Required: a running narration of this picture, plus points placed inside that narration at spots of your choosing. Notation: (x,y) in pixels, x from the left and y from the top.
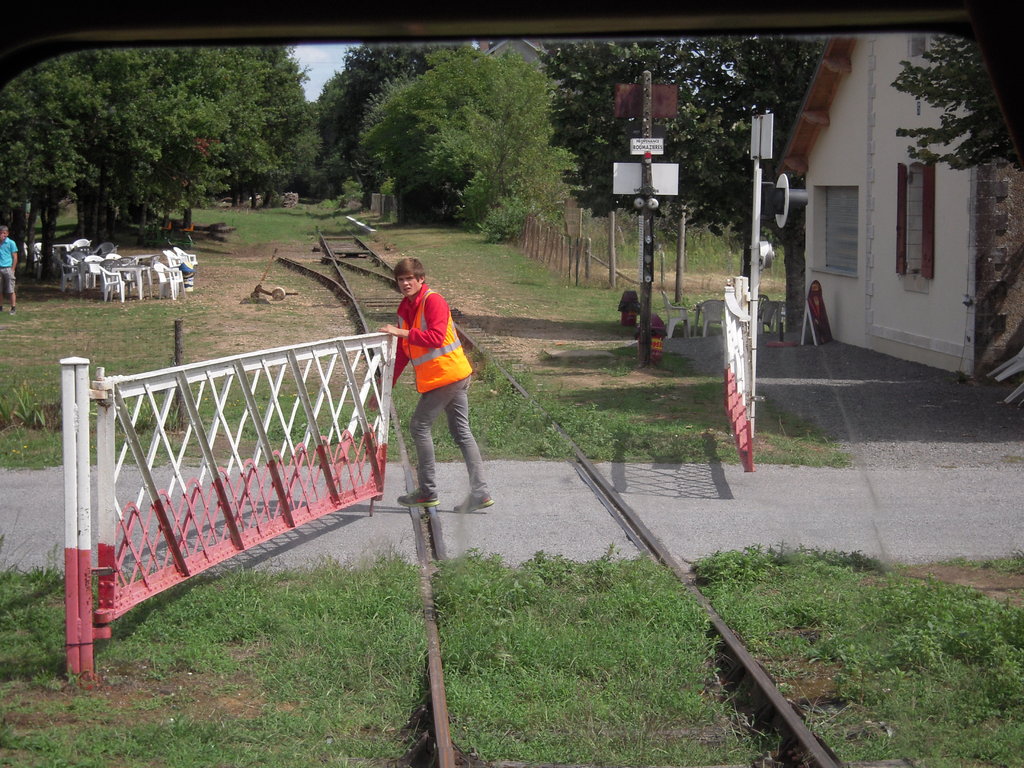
In the center of the image (365,277) there is a track (363,314). There is a person (457,413) opening the gate (224,400). On the right side of the image (842,213) there are houses (905,262). There are directional boards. There is a wooden fence (548,260). There are chairs (92,259). At the bottom of the image there is grass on the surface (111,322). On the left side of the image (2,264) there is a person (12,279). In the background of the image (68,190) there are trees (47,222) and sky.
